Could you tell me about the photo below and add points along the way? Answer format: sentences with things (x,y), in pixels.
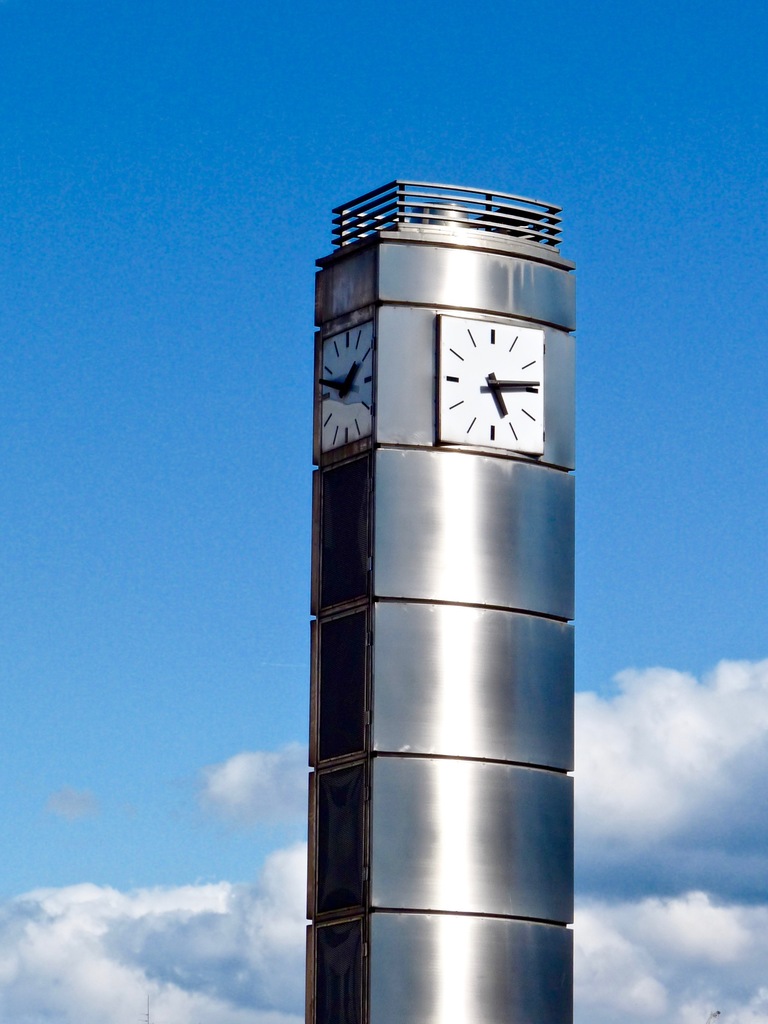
In the center of the image (439,659), we can see a clock tower (475,652) and in the background (110,285), there are clouds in the sky (140,707).
